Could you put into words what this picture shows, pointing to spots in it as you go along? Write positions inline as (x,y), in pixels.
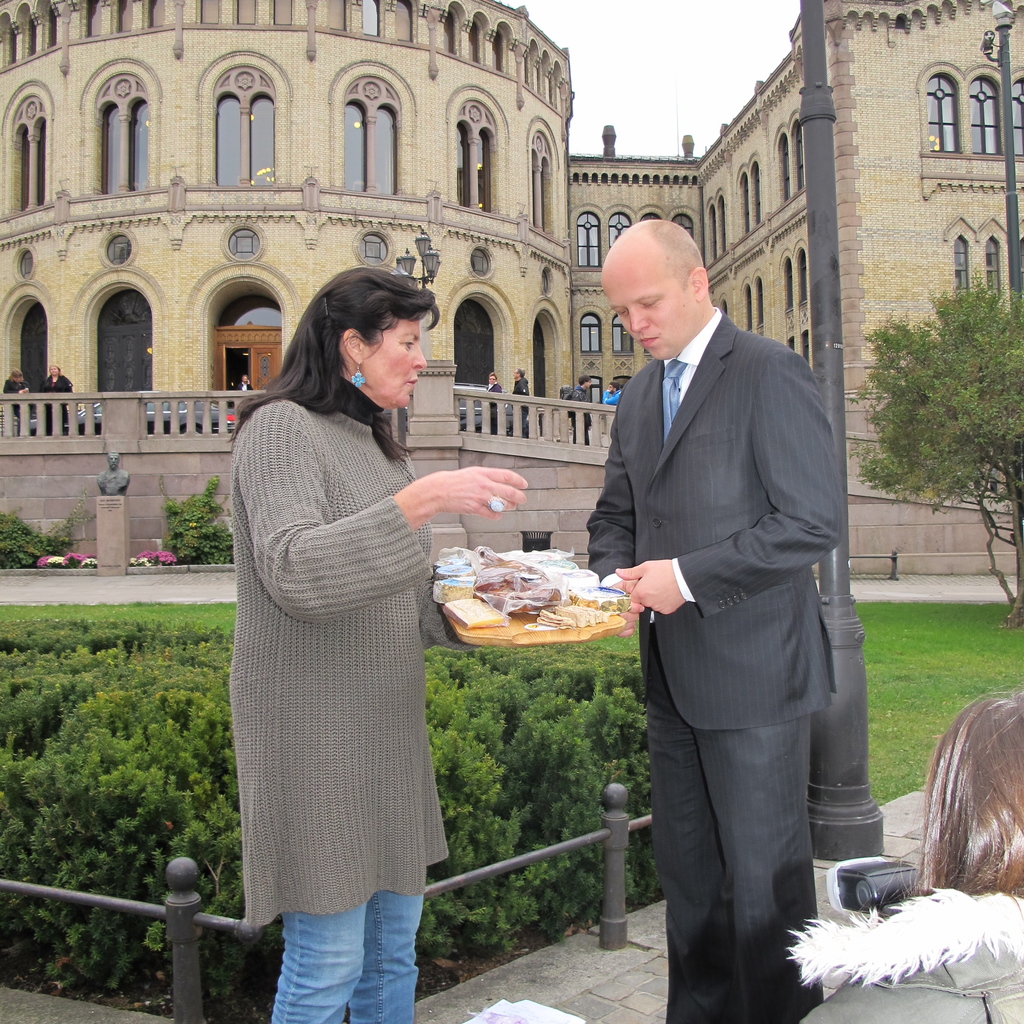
In the middle of the image (464,607) two persons (665,282) are standing and holding some food (464,607). Beside them there is fencing (538,851). Behind the fencing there are some plants (544,864), grass (931,680), trees (979,494) and building (102,229). In front of the building (497,357) few people (11,389) are standing. At the top of the image (787,19) there is sky (781,6). In the bottom right corner of the image (997,714) we can see a person (816,964).
